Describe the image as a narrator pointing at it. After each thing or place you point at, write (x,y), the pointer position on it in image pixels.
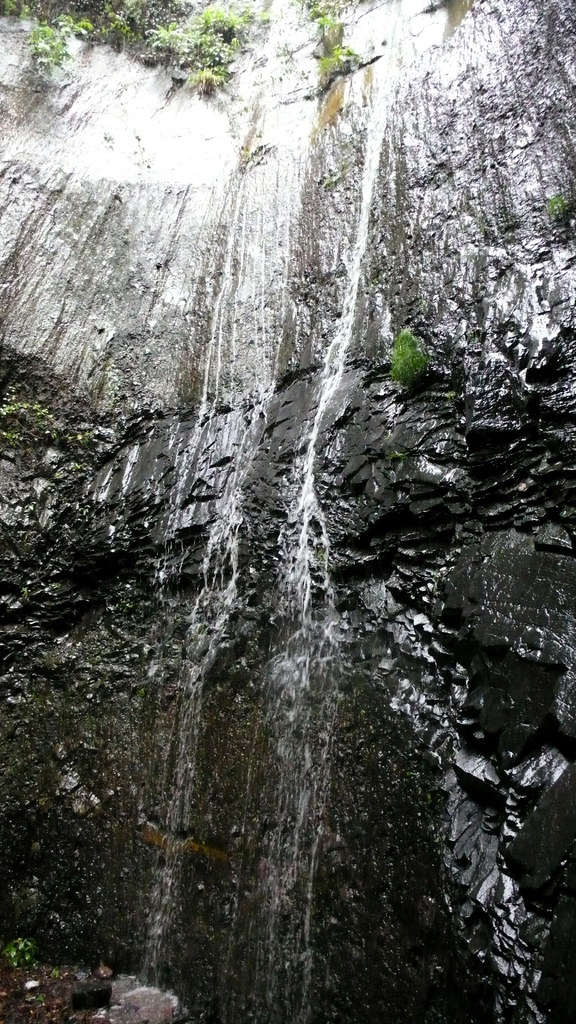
As we can see in the image there is a hill (447,816), water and plants (168,41).
